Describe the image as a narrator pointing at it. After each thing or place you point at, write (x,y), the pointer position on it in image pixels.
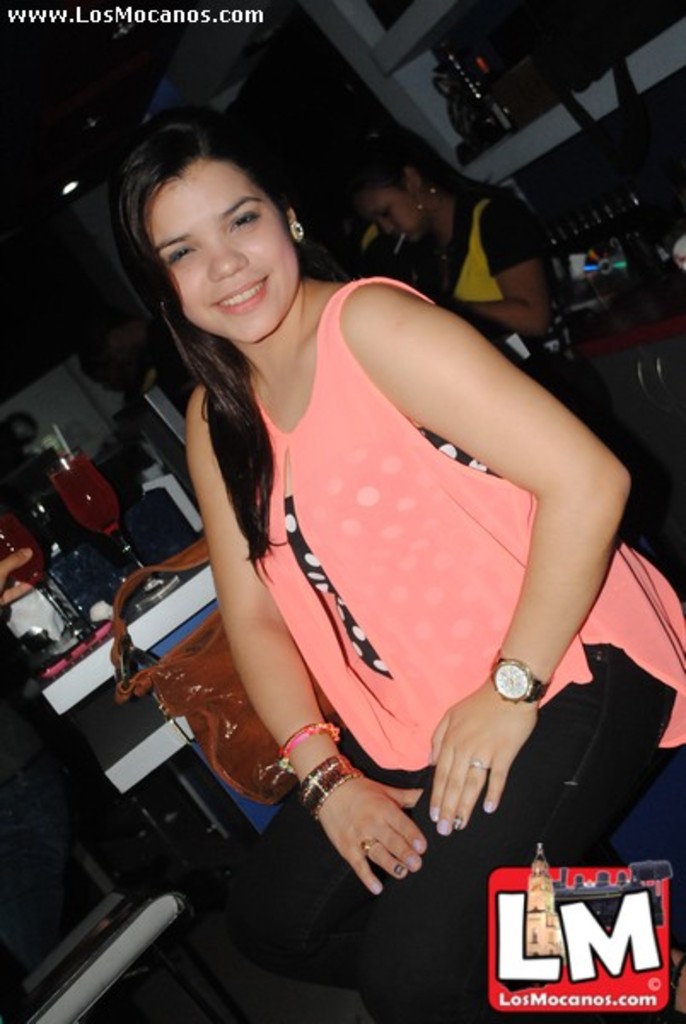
In this picture I can see a woman (603,696) smiling and sitting on the chair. I can see wine glasses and some other objects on the table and on the cabinet (642,403), and in the background (162,361) there are few people (151,360) and there are watermarks (615,960) on the image.
